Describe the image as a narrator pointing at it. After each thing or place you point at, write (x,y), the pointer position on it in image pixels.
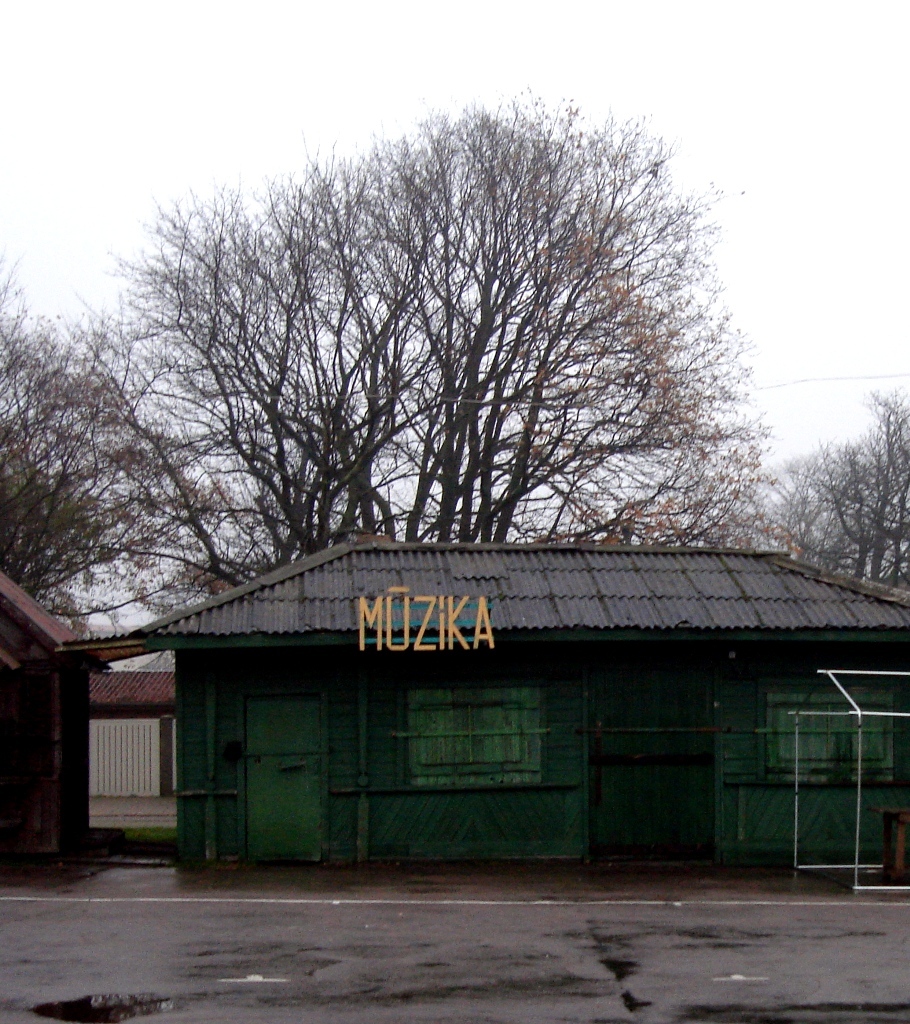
In this picture we can observe a road (548,936). There are two houses (300,749) which are in green and brown colors. In the background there are trees (81,469) and a sky (596,56).
